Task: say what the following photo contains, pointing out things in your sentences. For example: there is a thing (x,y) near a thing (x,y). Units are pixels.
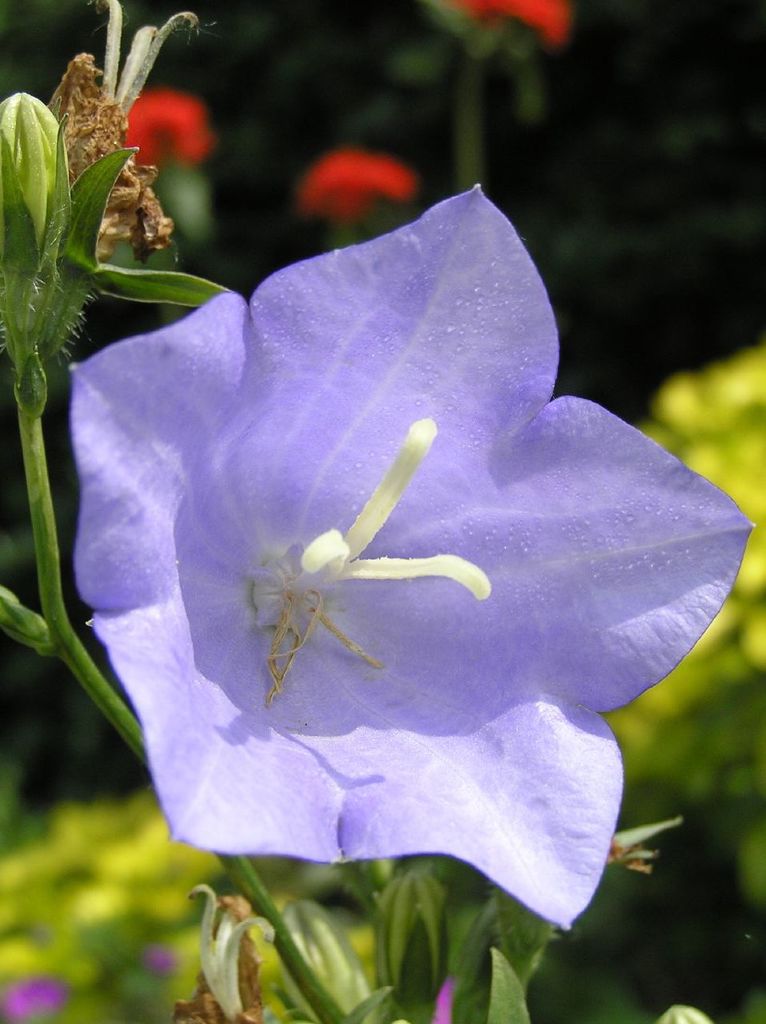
In this image there is a plant (191,594), for that plant (405,654) there is a flower (403,641), in the background (649,119) it is blurred.
